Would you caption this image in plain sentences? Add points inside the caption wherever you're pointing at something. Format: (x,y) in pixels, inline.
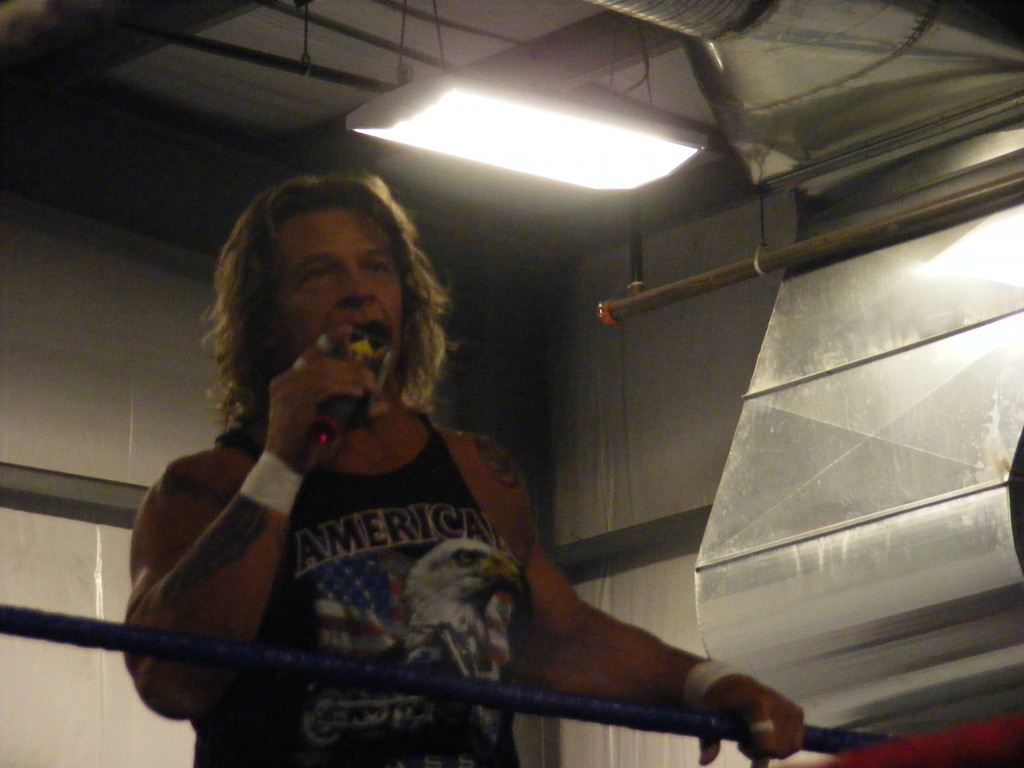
In this picture there is a man (252,447), holding a mic (340,413) in his hand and talking and holding a ring rope (864,738). In the background (880,405) there is an air duct (881,390) and also light (661,137) is attached to the roof (605,49).
